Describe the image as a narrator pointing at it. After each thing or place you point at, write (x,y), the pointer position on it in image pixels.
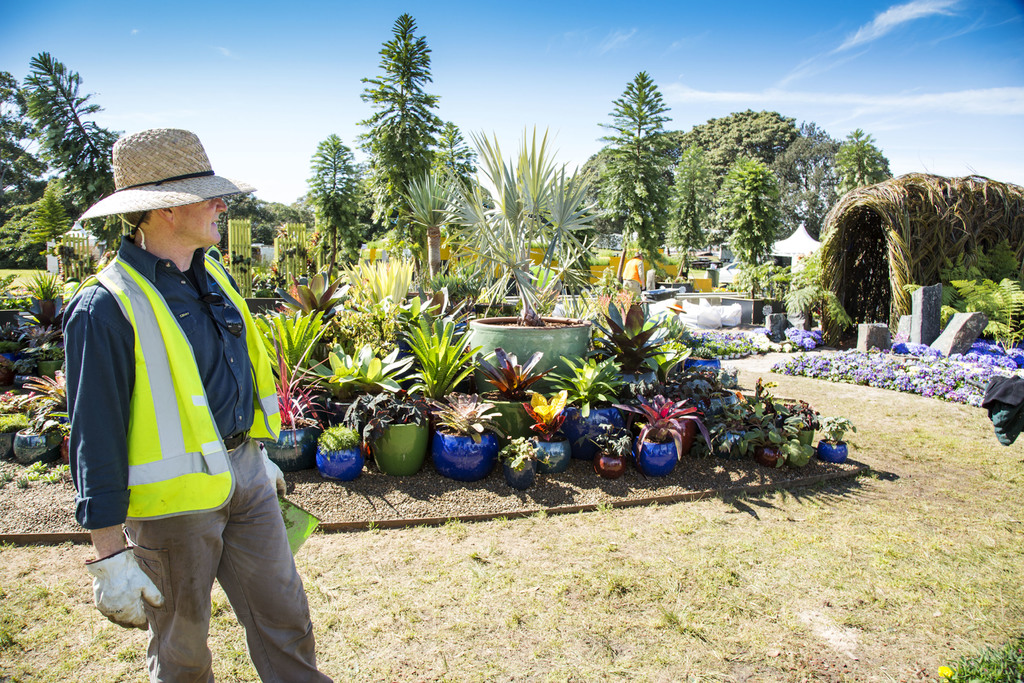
Here in this picture we can see a person (150,312) standing on the ground (145,644) over there and we can see gloves (125,585) and safety vest (132,445) and hat (184,188) on him, behind him we can see plants (369,386) and trees (666,230) present all over there and we can see clouds (741,90) in the sky (764,94).
